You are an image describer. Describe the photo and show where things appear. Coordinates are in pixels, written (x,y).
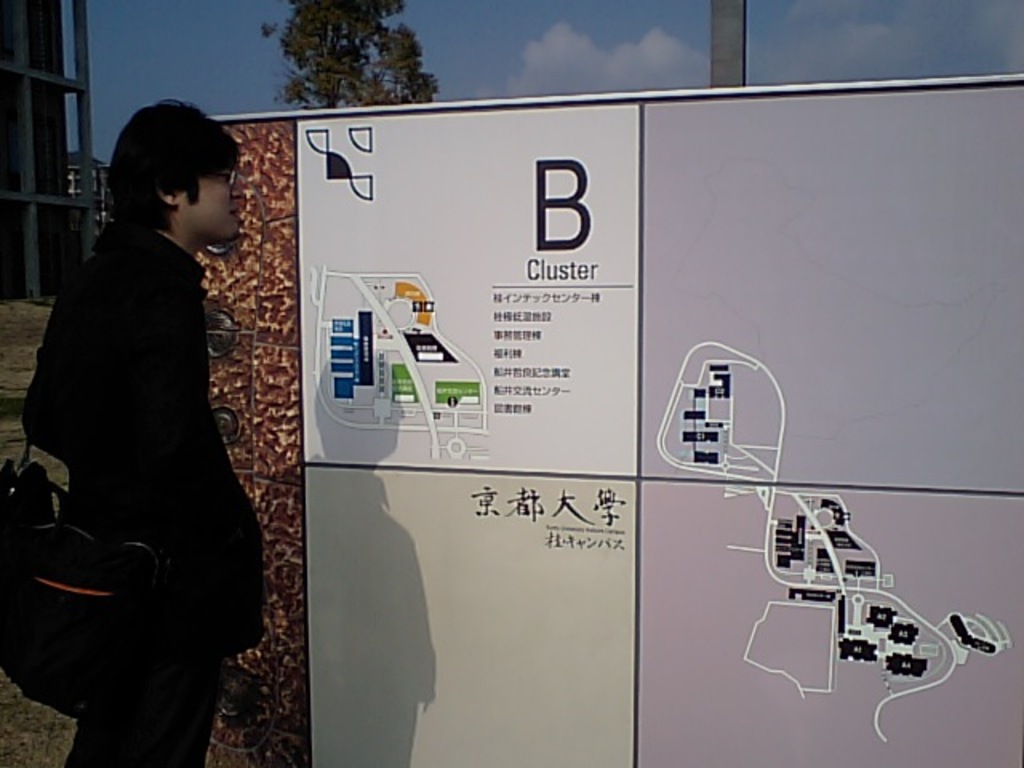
In this image we can see a man (165,289) is standing. He is wearing black color coat (159,507), pant (139,721) and carrying black color bag (51,560). In front of him, one big board (321,237) is there. On board (390,378) maps (857,594) are there. Background of the image (356,80) we can see a tree (333,66), pole (732,13), building (41,209) and the sky (212,32) with clouds (646,63).
